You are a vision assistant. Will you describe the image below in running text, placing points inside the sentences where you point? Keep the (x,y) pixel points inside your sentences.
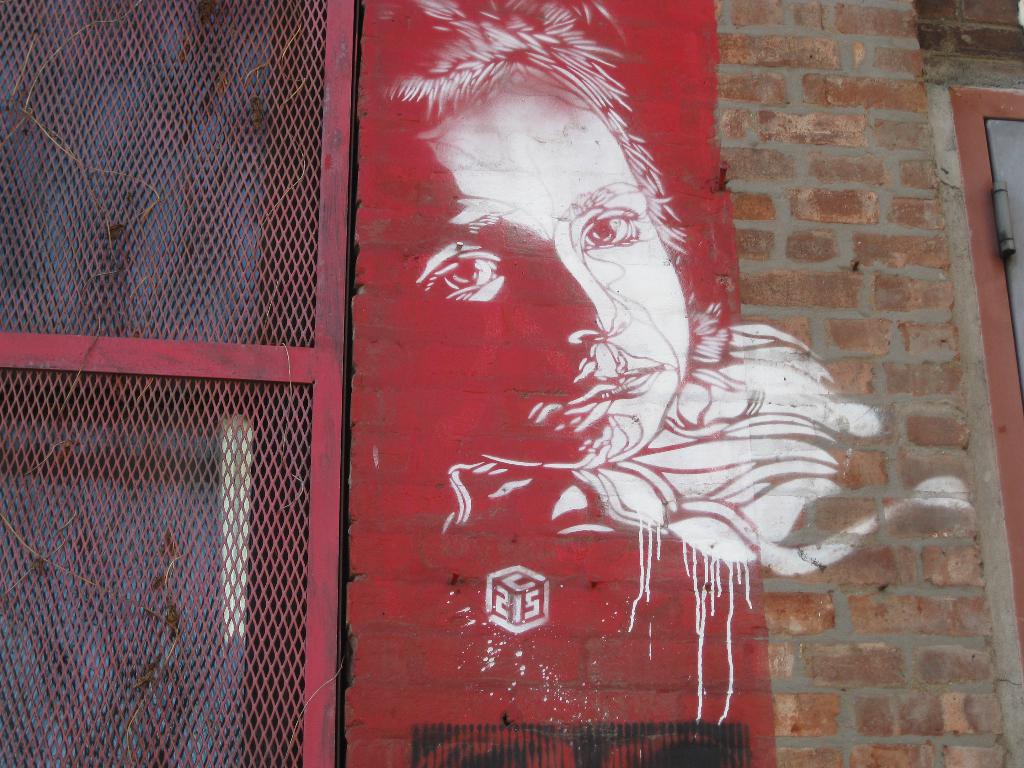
In this image there is a wall (733,442) having a door (995,253) and a fence (110,514). There is a picture (539,247) of a person (669,327) painted on the wall (789,440).
